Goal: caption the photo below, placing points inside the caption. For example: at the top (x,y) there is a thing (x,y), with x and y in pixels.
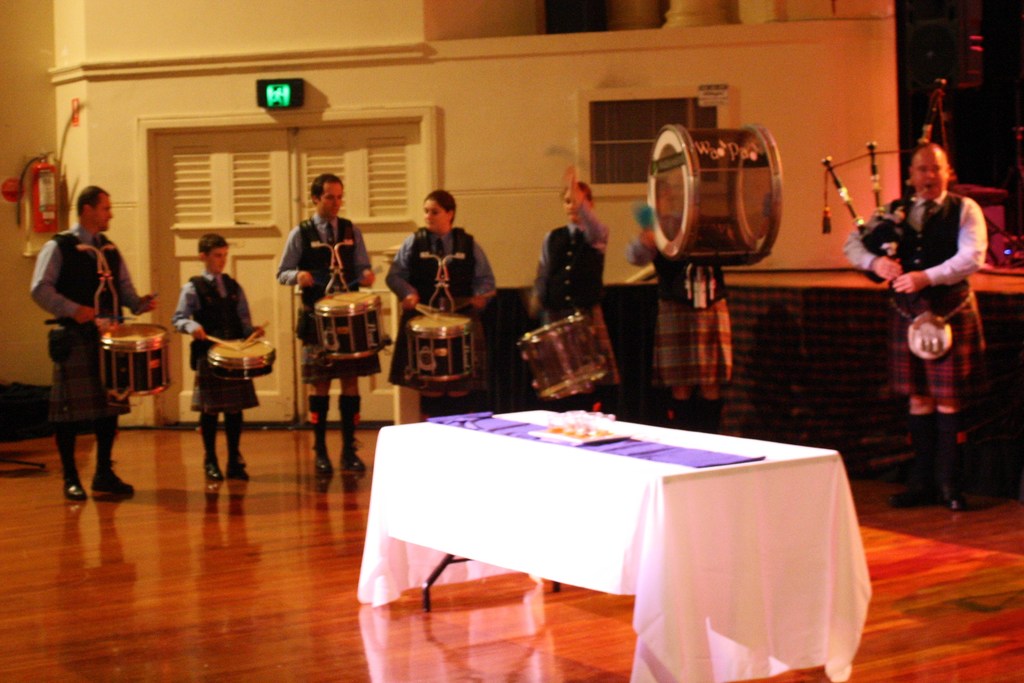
In the middle (617,376), there are seven persons (88,236) standing and playing musical instruments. In the bottom (439,533), there is a table (477,554) on which cloth (670,461) is kept. The background wall (487,103) is yellow in color. In the left middle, fire extinguisher (53,176) is there. This image is taken during night time in a hall (265,564).
